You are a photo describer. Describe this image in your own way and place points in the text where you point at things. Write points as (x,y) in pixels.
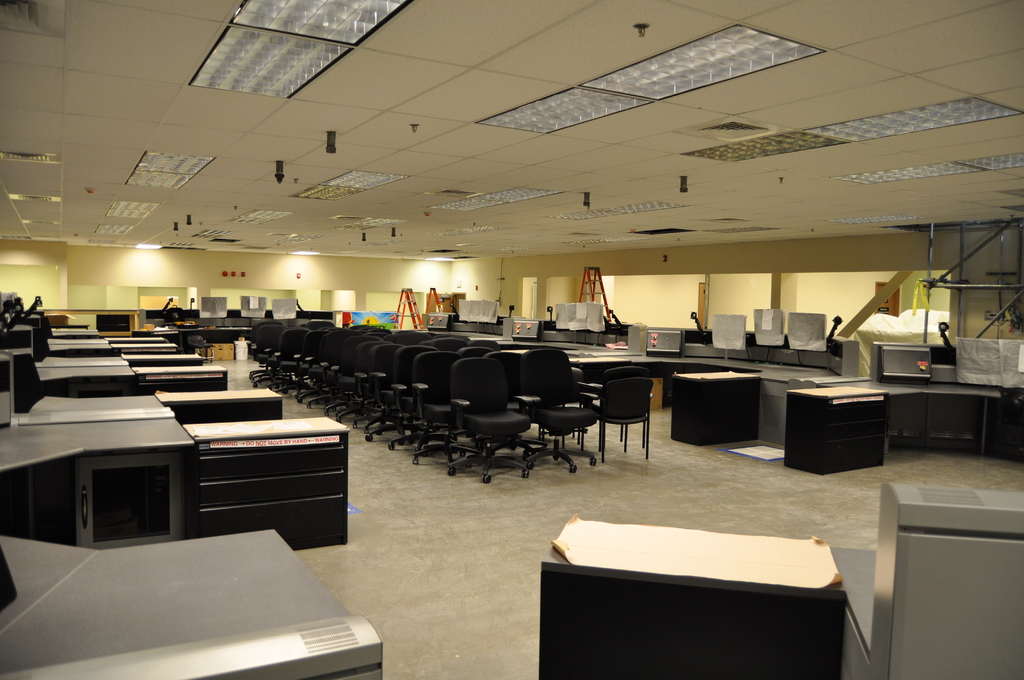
In this picture we can see chairs (528,395), desks (942,354), desktops (918,351), boards (289,313), ladders (409,308), floor (587,502) and various objects (2,581). At the top (557,114) we can see ceiling (309,188).
